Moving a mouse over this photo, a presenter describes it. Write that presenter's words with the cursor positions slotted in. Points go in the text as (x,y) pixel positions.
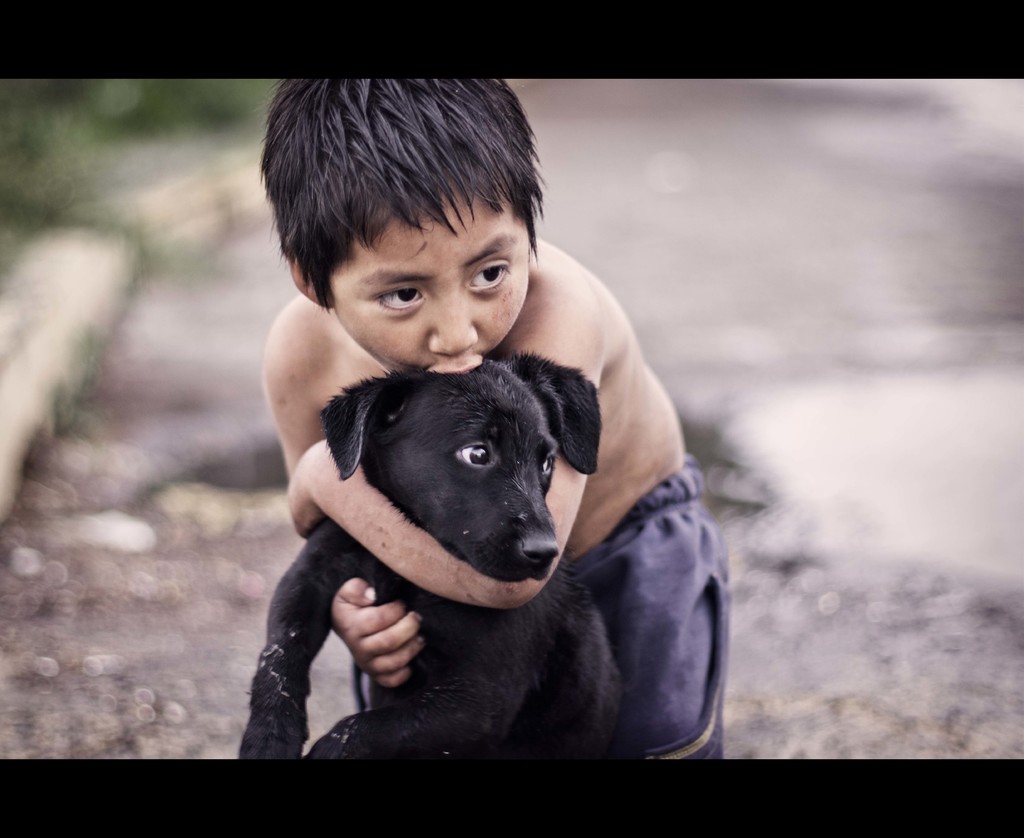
Background (51,172) is very blurry. Here we can see one boy (340,262) is playing with a dog (485,455) which is black in color.
